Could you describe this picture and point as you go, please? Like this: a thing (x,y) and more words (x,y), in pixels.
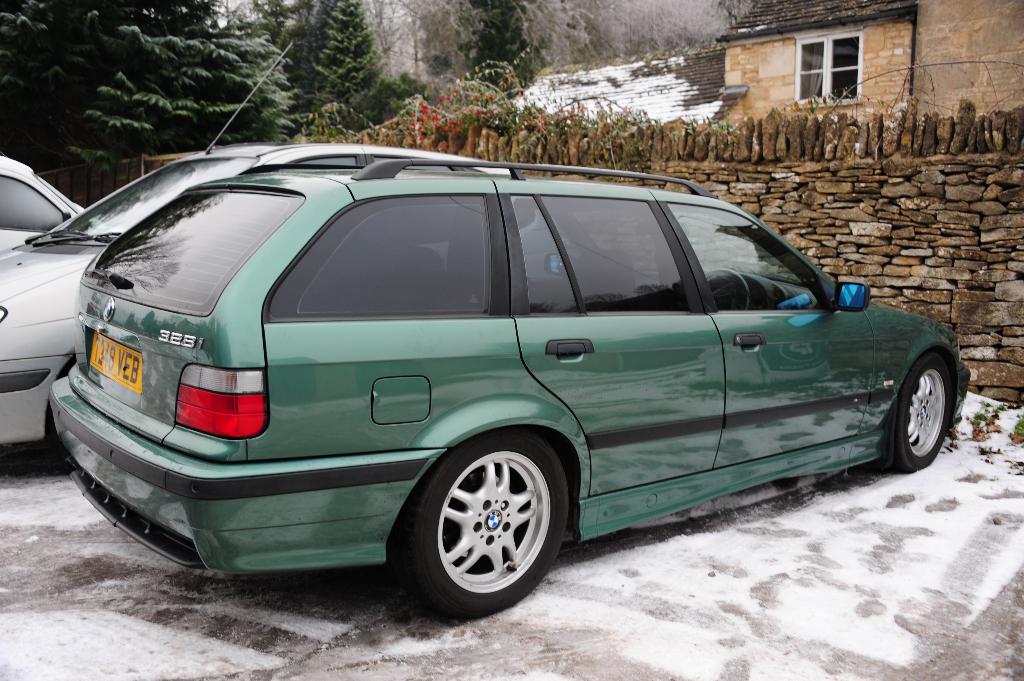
In this picture we can see cars (288,417), there is snow (723,598) at the bottom (723,598), in the background (961,55) there is a house (921,45), we can see trees (353,91) and a stone wall (844,147) in the middle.
